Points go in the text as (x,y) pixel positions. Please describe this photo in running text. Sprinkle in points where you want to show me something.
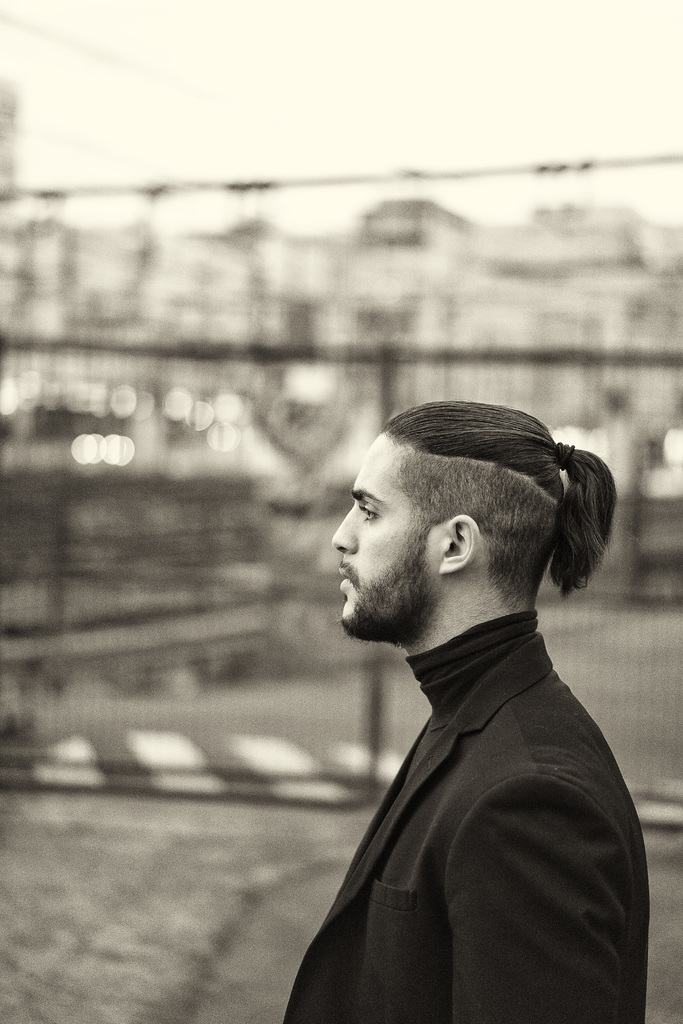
In the image we can see there is a person (474,597) standing and he is wearing a black colour suit (430,821). The image is in black and white colour.
